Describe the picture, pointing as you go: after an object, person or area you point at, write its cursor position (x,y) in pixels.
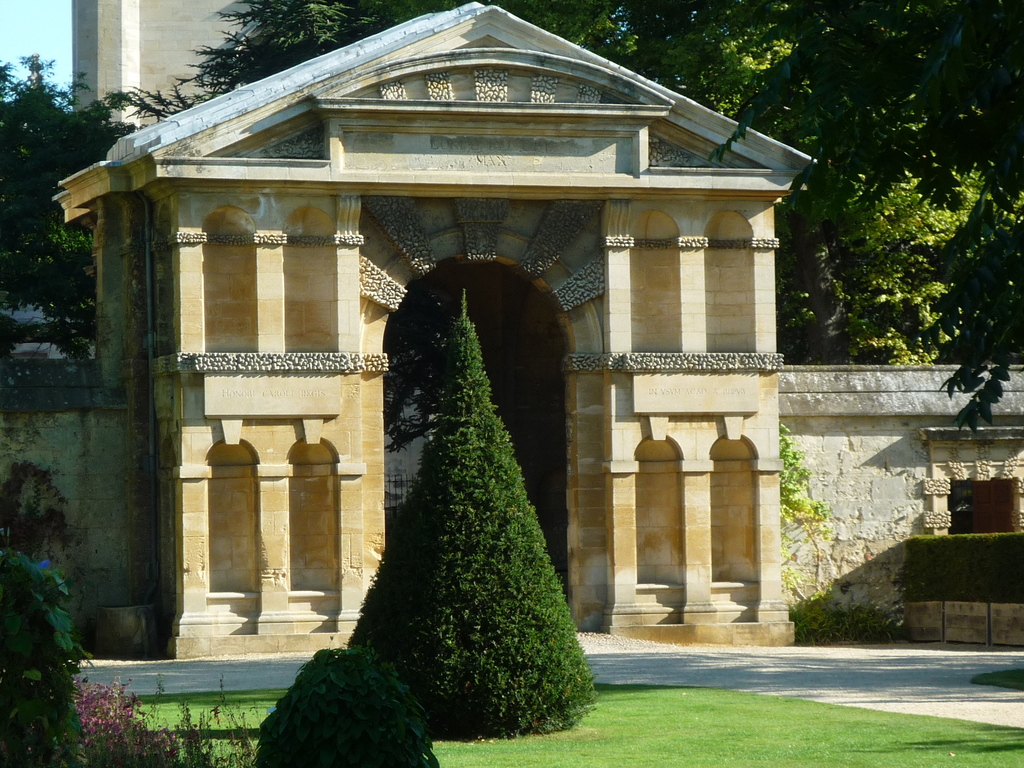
In this picture we can see the entrance (193,451) of a place (621,553) surrounded by trees (486,517) and grass (730,708).
